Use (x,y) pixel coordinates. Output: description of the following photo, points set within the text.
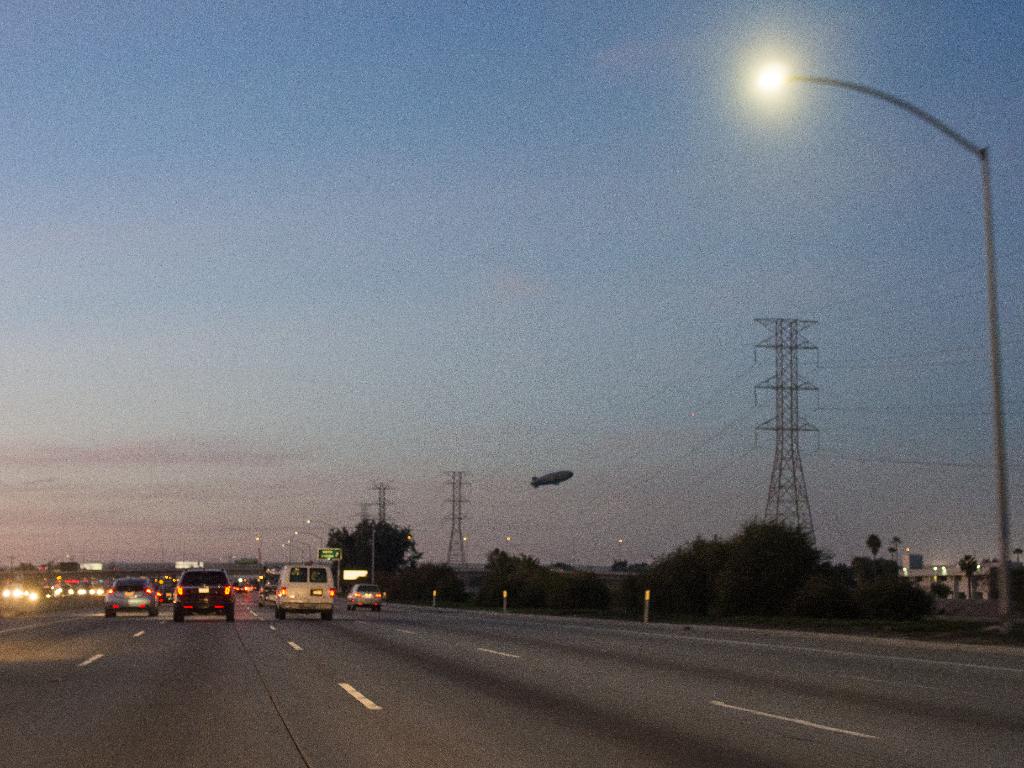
In this image, we can see vehicles (83,577) on the road (408,633) and in the background (351,536), there are poles (367,518) along with wires (964,463) and we can see lights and trees (368,552) and there are buildings (954,566) and boards (89,563). At the top (275,210), there is sky (391,259).
